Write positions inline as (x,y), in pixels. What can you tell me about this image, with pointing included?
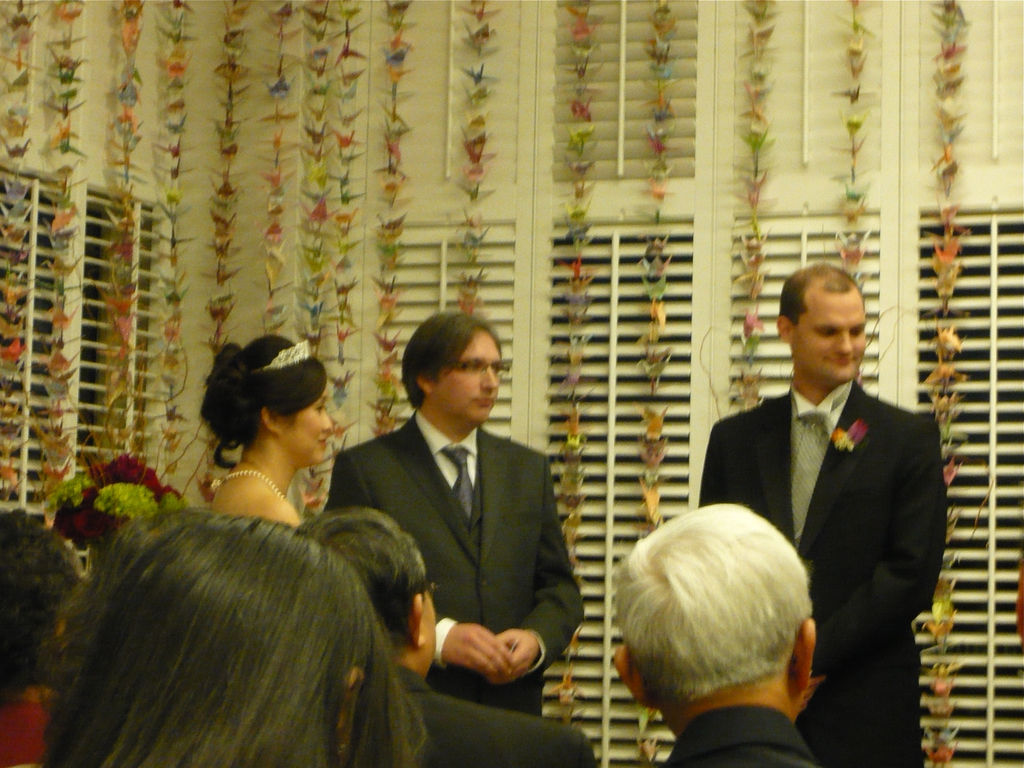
In this picture there are people (429,536) and a flower vase (109,483). In the background (368,229) there are ribbons (404,213) and windows (624,288).
